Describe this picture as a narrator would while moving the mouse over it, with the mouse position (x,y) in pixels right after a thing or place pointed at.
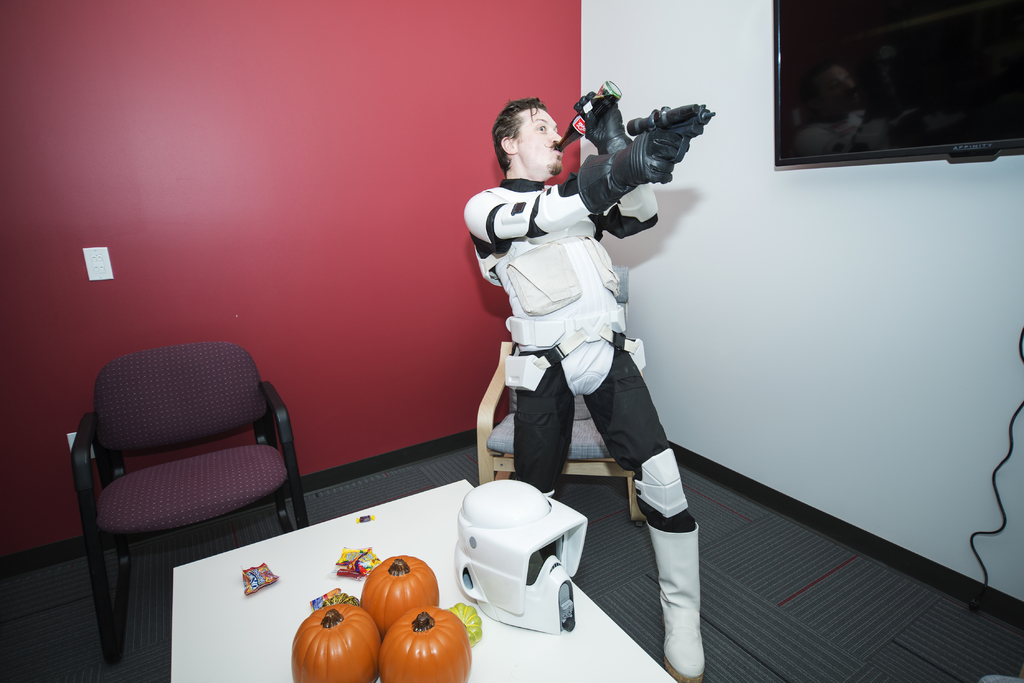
In the picture we can see an inside view of the house (914,533) with walls (732,403), which are red and some part of the wall (671,434) is white in color and to it we can see a TV (979,73) and on the floor (780,679), we can see two chairs (486,458) and table (448,535) near it and on the table (440,581), we can see three pumpkins (431,596) and a helmet (530,503) and some snack packs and a man (674,652) standing near to it on the floor (711,673) with different costume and drinking a cool drink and holding a gun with the other hand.
